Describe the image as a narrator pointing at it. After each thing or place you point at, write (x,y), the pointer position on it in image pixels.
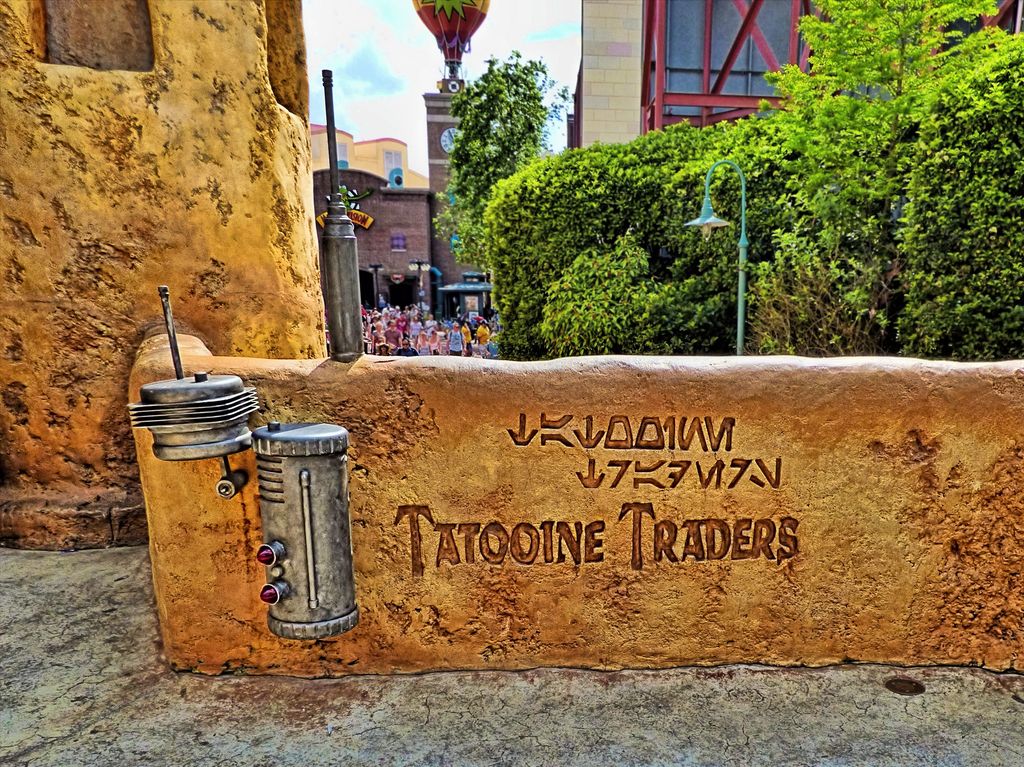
Here in this picture in the front (397,498) we can see a wall (913,487), on which we can see some text (502,542) carved over there and beside that we can see some equipment (245,443) present on the wall (230,611) over there and behind that we can see a light post (718,226) present and we can also see plants (604,339) and trees (744,153) present over there and we can also see buildings (386,215) and a clock tower (434,155) with an hot air balloon (469,0) present on it over there and on the road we can see number of people (419,319) standing over there and we can see clouds (413,92) in the sky (387,91) over there.
